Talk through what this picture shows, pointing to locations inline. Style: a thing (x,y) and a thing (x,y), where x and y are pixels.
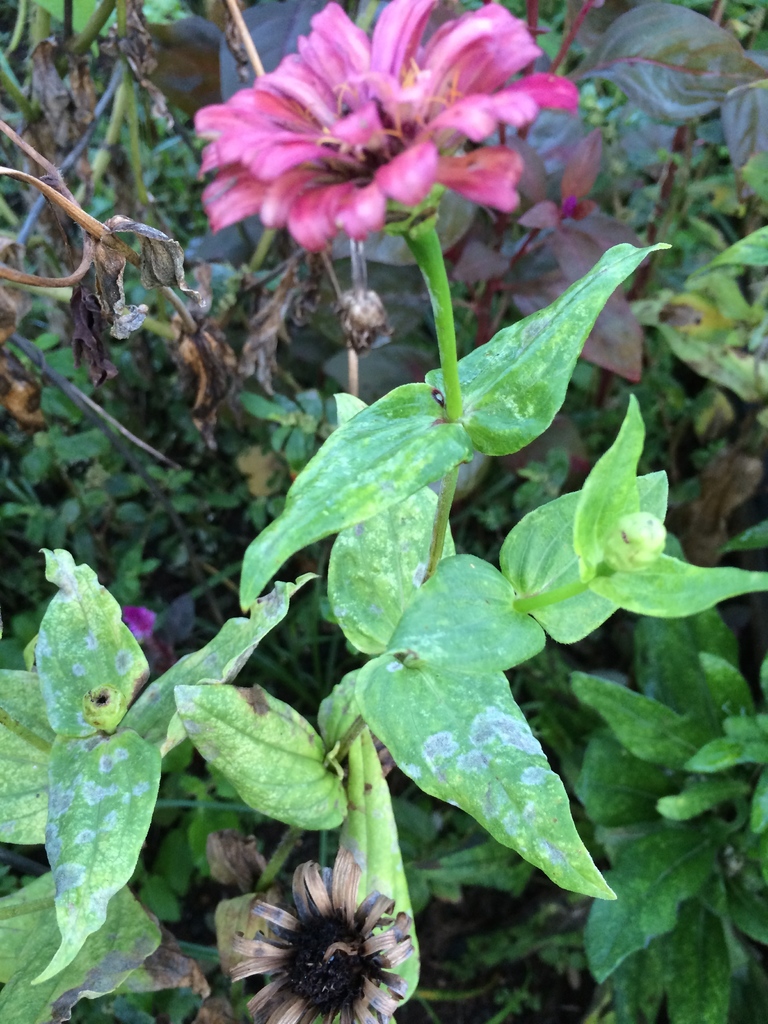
In this picture there is flower plant (353,122) in the center of the image (508,361) and there are other plants (336,383) in the background area of the image (397,292).
